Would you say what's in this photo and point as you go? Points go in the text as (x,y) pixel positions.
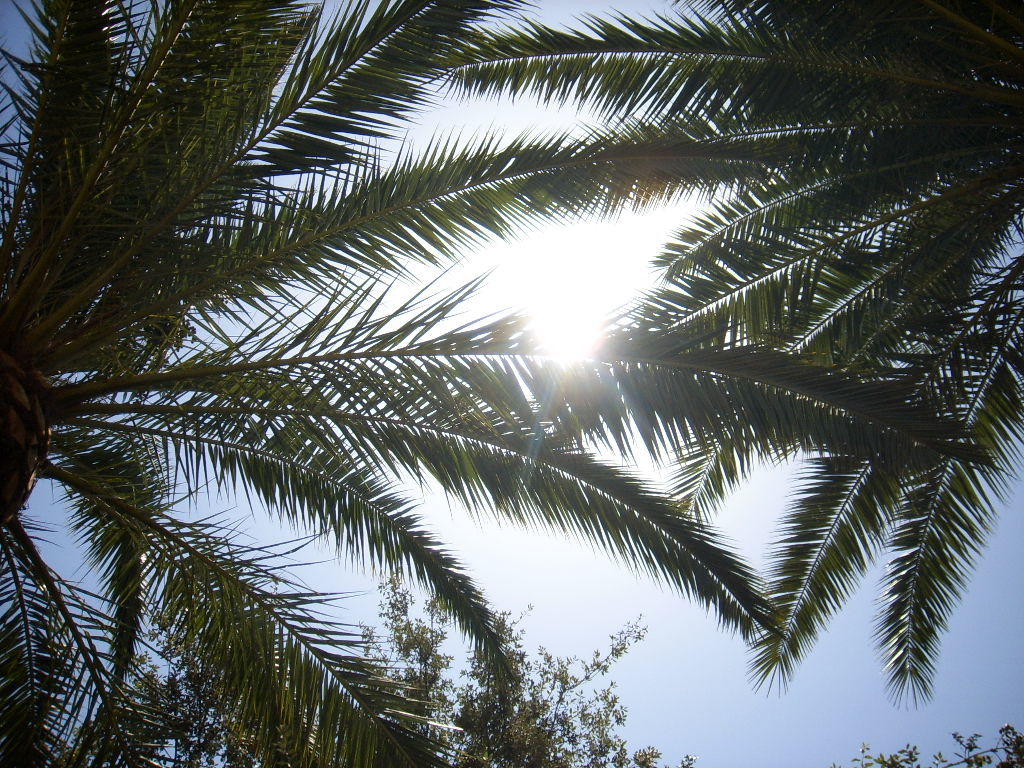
In this picture there are trees (83,58) in the center of the image (556,375).
